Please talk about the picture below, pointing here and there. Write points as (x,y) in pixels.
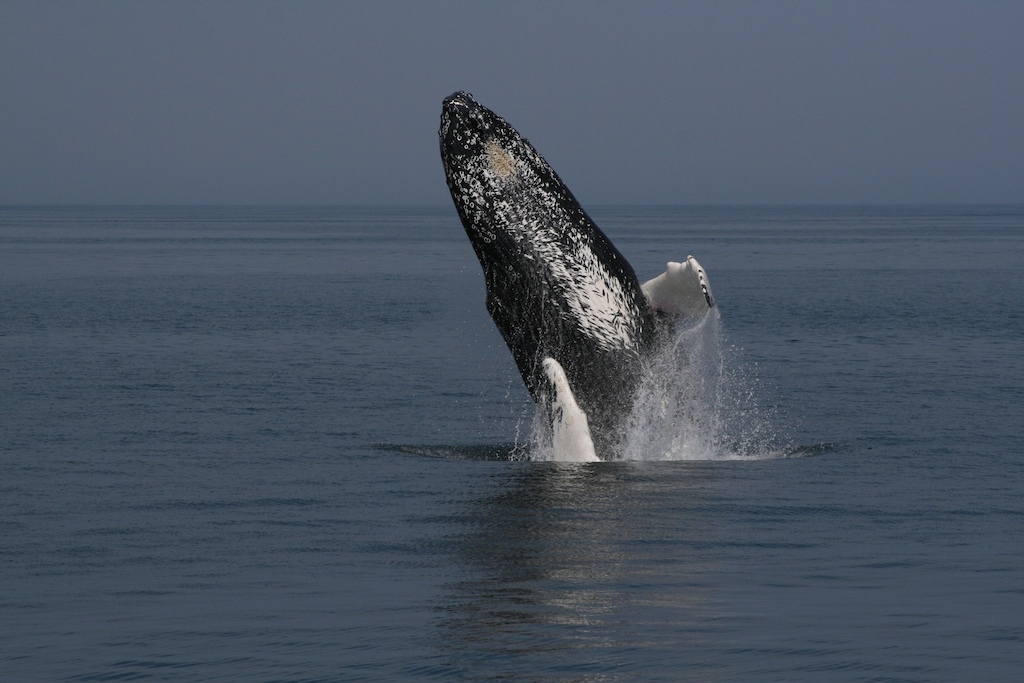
In this image there is a whale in the water (514,542). In the background of the image (516,76) there is sky (598,89).
